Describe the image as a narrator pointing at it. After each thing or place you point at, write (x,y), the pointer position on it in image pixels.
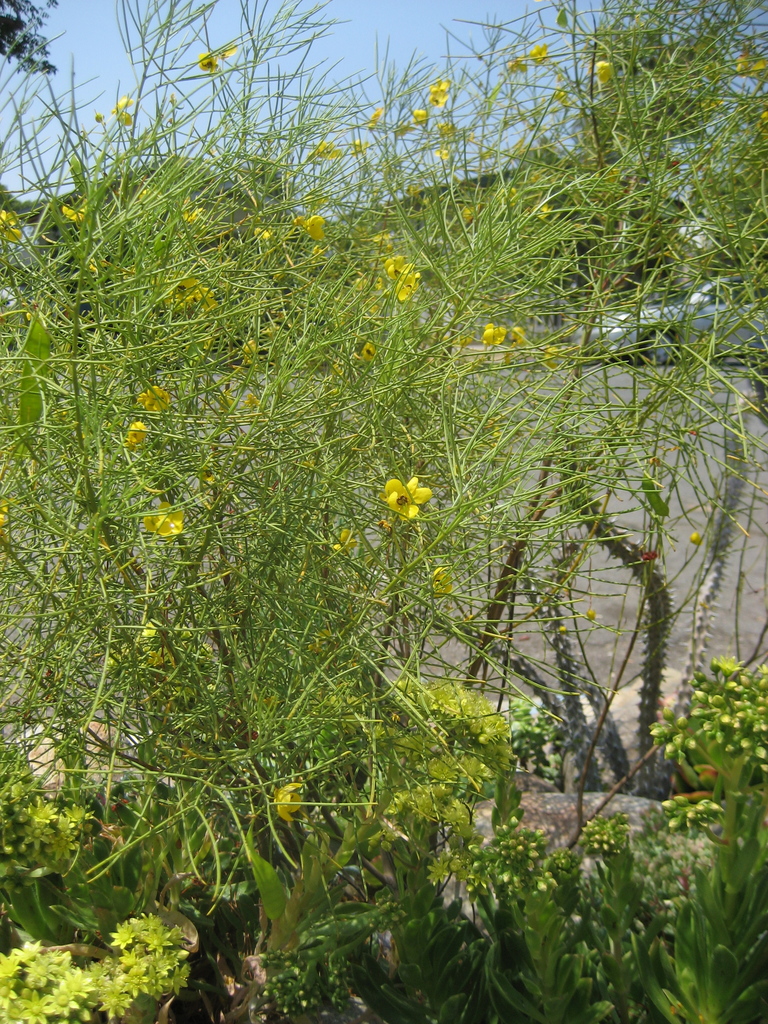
In this image we can see there are plants (567,892), trees (392,417) and flowers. And at the back (666,320) we can see the vehicle (689,310) on the road (523,465) and the sky (281,83).
